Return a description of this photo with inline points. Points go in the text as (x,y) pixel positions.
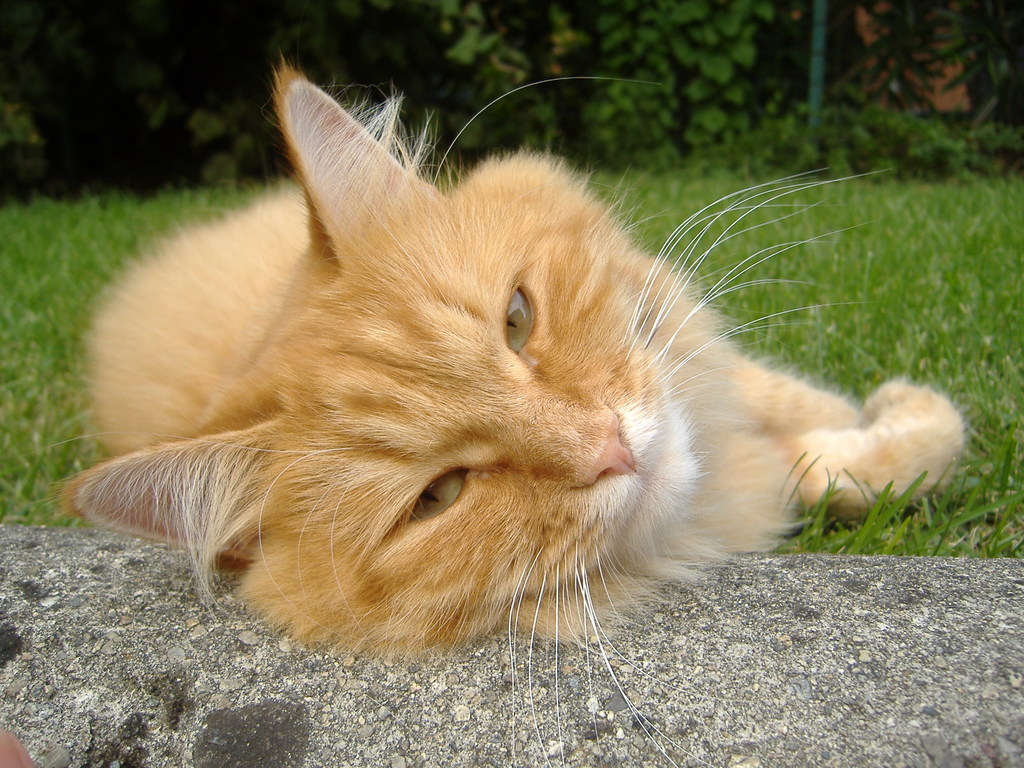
In this image there is a cat (226,463) lying on the grass (53,450) resting head (197,463) on the rock (509,644).
